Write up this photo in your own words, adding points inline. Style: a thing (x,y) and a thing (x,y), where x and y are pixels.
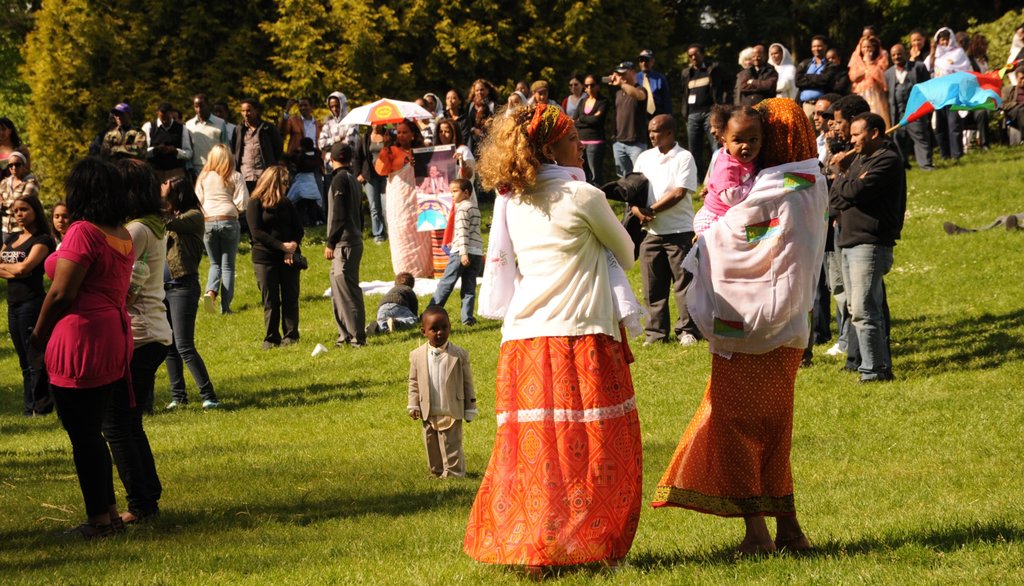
In this image I can see an open grass ground (218,421) and on it I can see number of people (560,227) are standing. I can also see white colour cloth (384,284) and shadows (1014,323) on ground (894,540). In the background (661,45) I can see number of trees (420,44).
